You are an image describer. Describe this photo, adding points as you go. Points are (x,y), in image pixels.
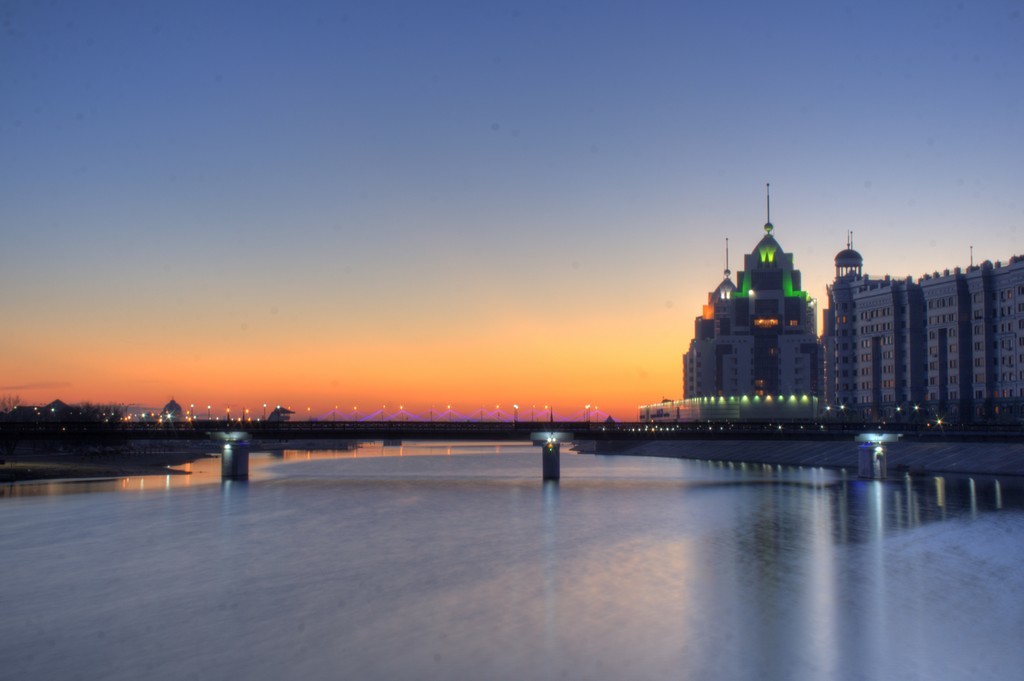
This picture is clicked outside the city. At the bottom of the picture (498,508), we see the river (540,479) and pillars (225,439). We even see a bridge (318,429) over the river (455,457). On the right corner of the picture (714,342), there are many buildings (788,411). There are many street lights (230,414) and trees (79,410) in the background (96,412) and at the top of the picture (337,148), we see the sky (349,231).
